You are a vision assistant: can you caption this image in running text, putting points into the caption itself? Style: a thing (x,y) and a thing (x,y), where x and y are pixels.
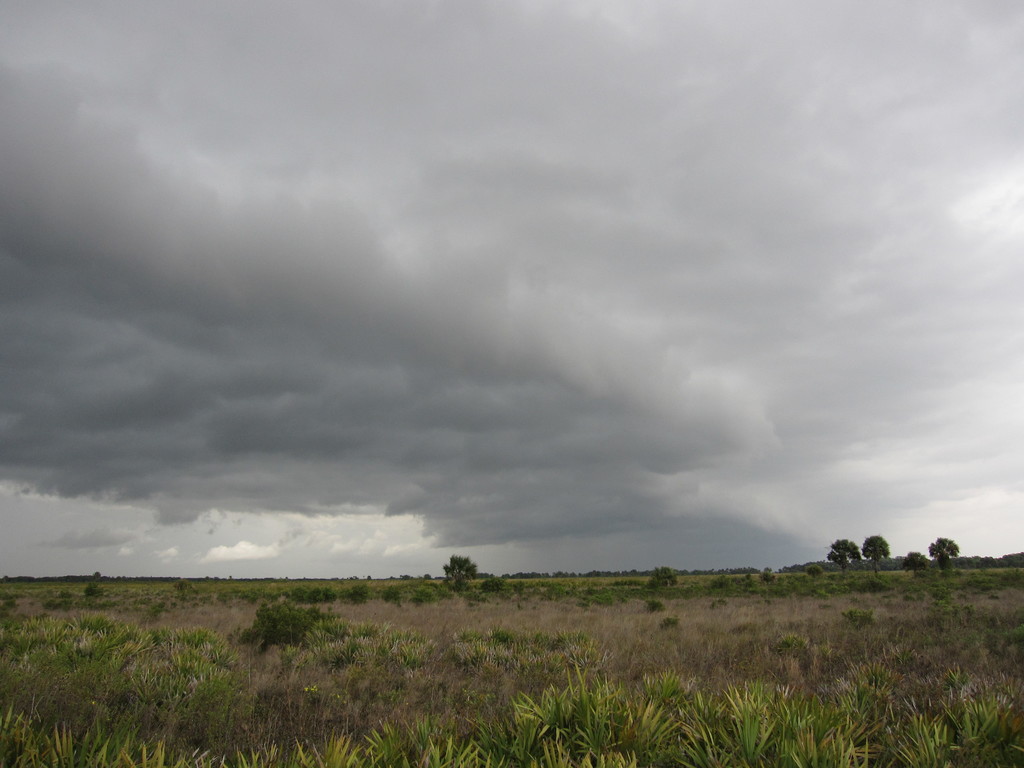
In this picture I can see trees (877,560) and few plants (324,615) and a cloudy sky (505,345).
